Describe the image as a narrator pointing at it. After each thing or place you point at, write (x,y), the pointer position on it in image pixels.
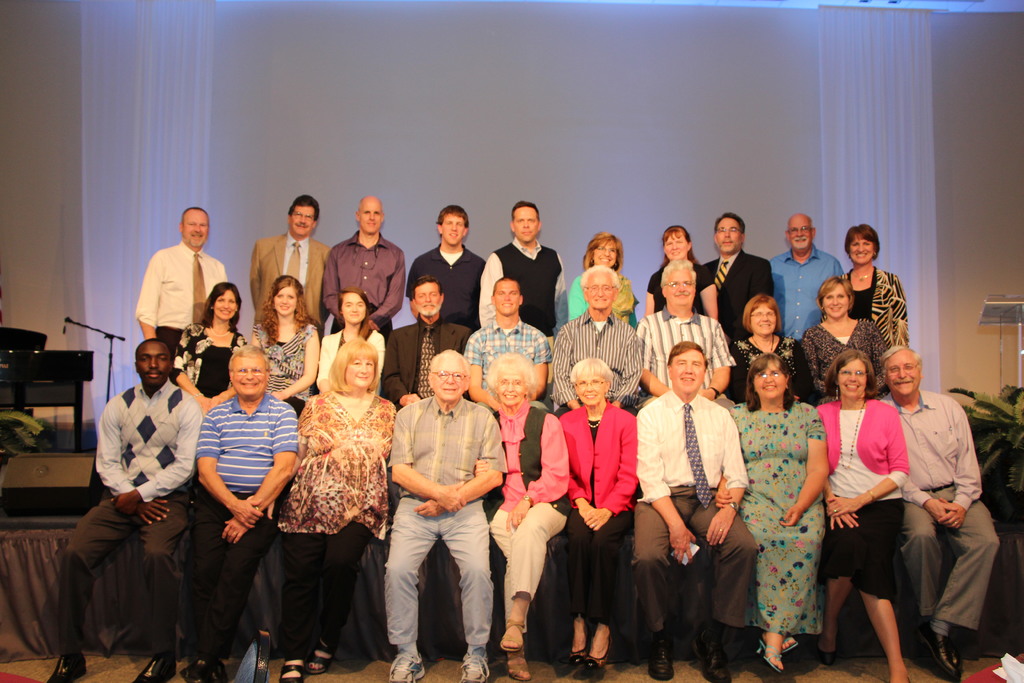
In this picture there are group of people (340,487) in the center of the image (360,305) and there is a piano (72,355) and a mic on the left side of the image (24,371) and there is a desk (1017,334) on the right side of the image (1012,312).
